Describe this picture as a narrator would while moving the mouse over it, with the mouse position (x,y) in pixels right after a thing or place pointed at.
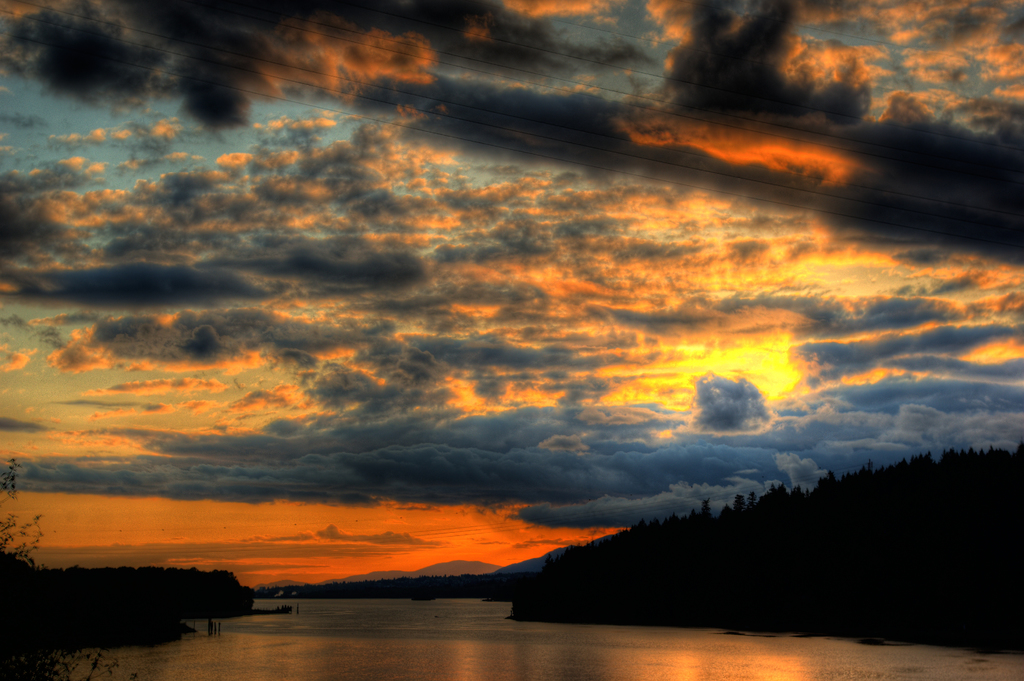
In this picture we can observe a river (380,622) flowing. There are some trees (191,605). On the right side (807,513) we can observe hills (775,531). In the background (217,333) there is a sky (506,383) with some clouds (468,414). We can observe an orange color in the sky (428,275).
